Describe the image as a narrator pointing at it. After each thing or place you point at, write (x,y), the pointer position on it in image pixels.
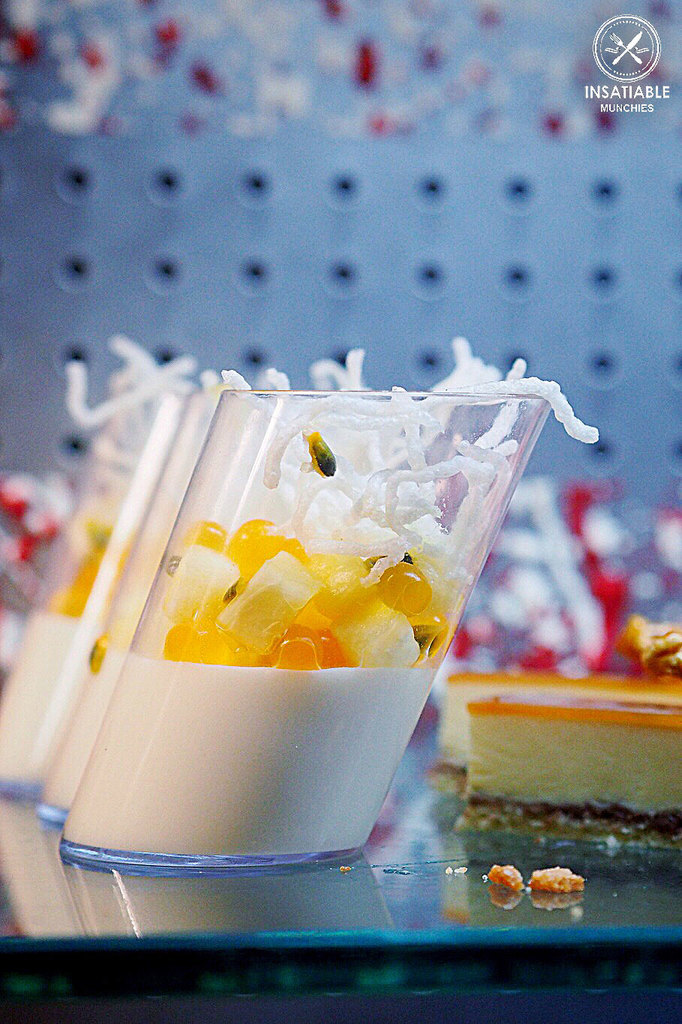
There is a platform (186,898). On that there are food items (605,737) and glass vessels (106,611) with food items (355,426). In the right top corner (602,81) there is a watermark (609,72).
